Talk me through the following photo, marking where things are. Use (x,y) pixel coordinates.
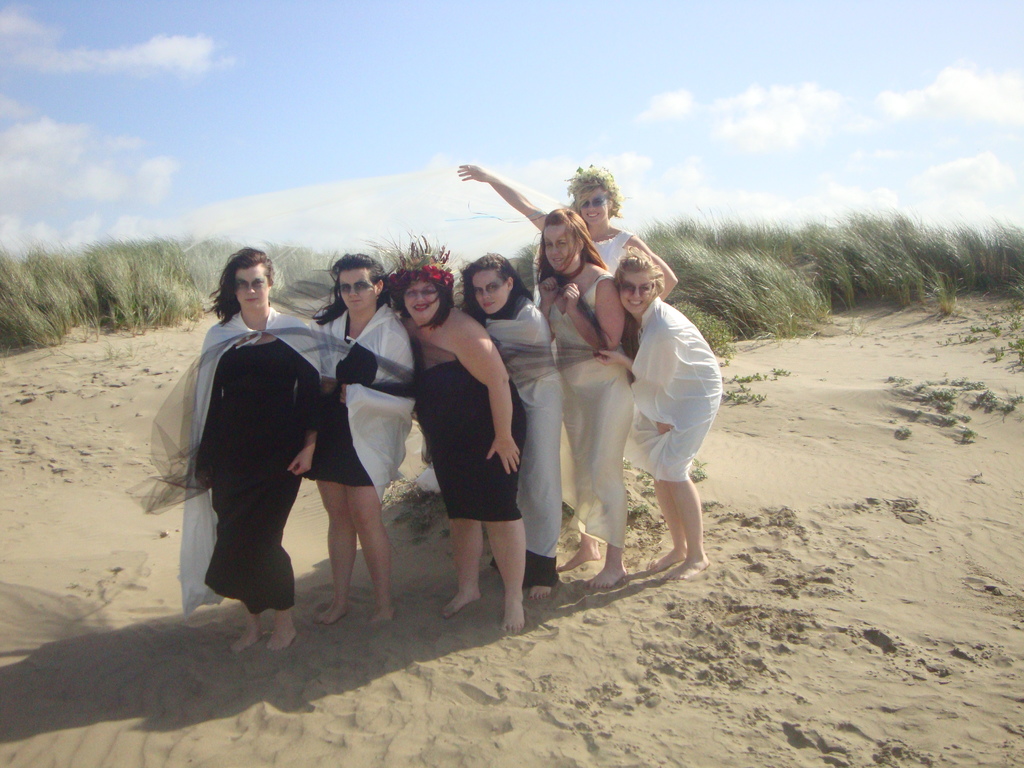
In this image i can see seven people (457,539) are standing and facing towards straight and in the background (74,287) i can see grass (861,299) and sky (418,143).
